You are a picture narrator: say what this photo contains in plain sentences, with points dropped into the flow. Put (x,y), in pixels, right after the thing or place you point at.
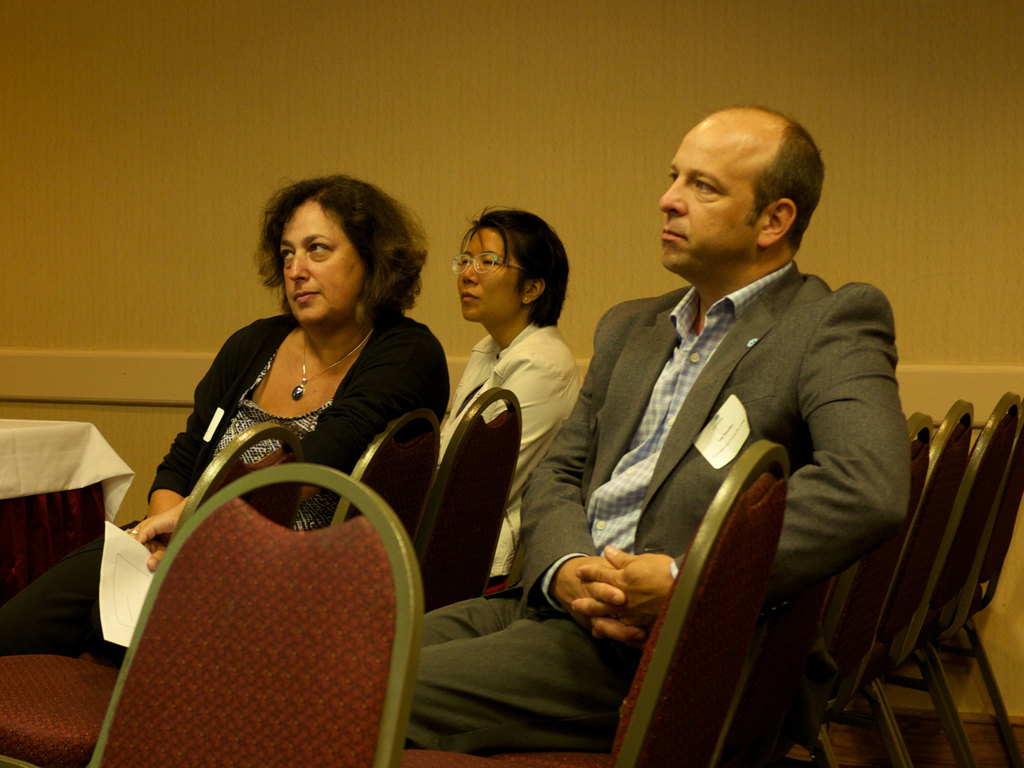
This image is clicked inside the room (408,539). There are three persons (523,511) in this image. The man (669,575) sitting is wearing grey suit (561,523). To the left (308,419), the woman (212,399) is wearing black jacket (316,443). In the middle (462,408), the woman (568,361) is wearing white shirt (502,409). In the background (562,105), there is a wall (562,105) in cream color. There are many chairs (291,680) in this image in red color.
